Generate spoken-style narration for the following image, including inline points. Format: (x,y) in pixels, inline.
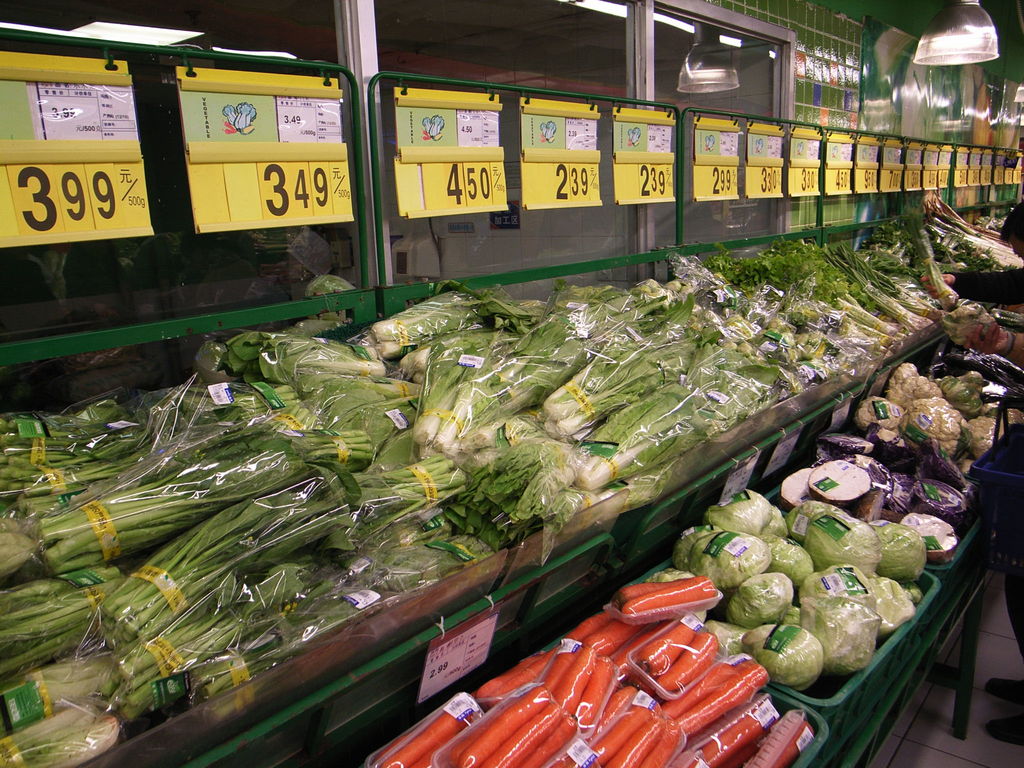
In this image, we can see vegetables (604,438) are wrapping with cover (579,499) and placed in racks (658,513) and baskets (810,766). Top of the image (110,159), we can see glass (260,301), object (361,190) and price stickers (404,148). On the right side of the image (965,338), we can see a human hand (1022,354) is holding a vegetable (969,324). Here a person (999,344) is standing on the white floor (954,747). Through the glass (569,247) we can see the inside view. Here we can see few things (507,217), ceiling (227,21) and lights (104,30).
